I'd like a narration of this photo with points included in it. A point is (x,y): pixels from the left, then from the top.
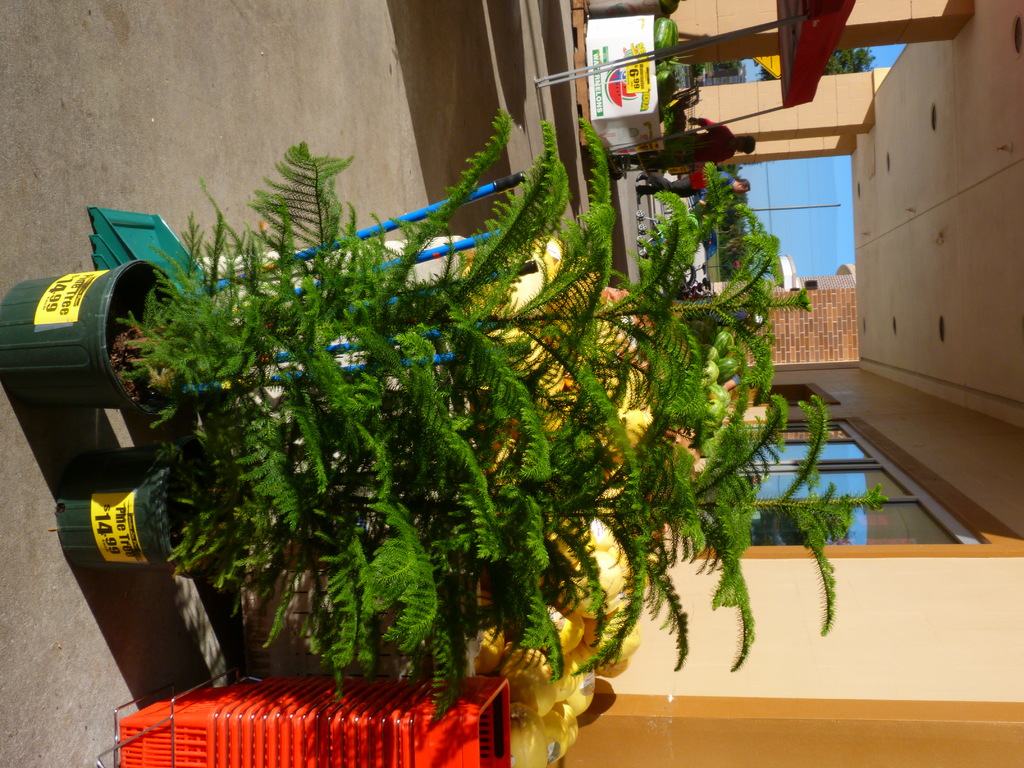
In this image there are pots (96,479) having plants (242,417). Behind the plants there are few objects (270,257). Bottom of the image (128,714) there are baskets (146,713). There is a tent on the floor (375,178). There is a basket (626,92) under the tent (595,69). There are fruits (670,94) in the basket (631,23). Right side (851,306) there are buildings (789,376). Behind there is sky (813,225).
